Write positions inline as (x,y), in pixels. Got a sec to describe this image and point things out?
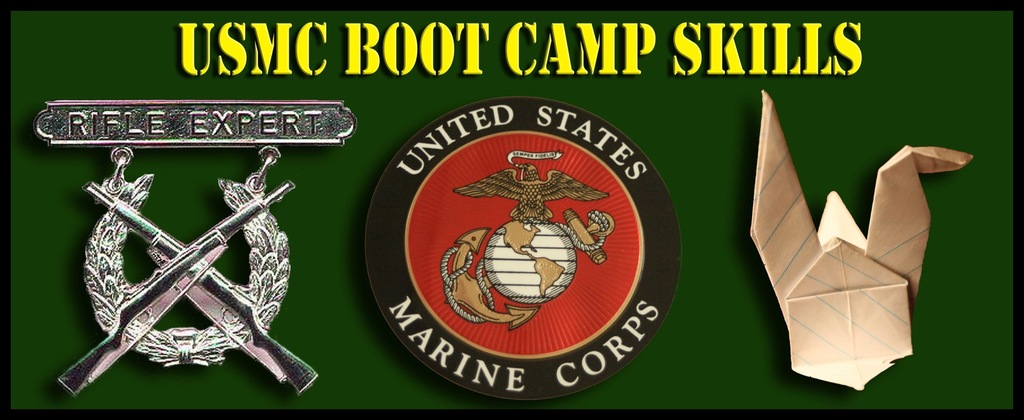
In this image I can see three logos (484,272) on the green color surface (421,398) and there something is written on it.
